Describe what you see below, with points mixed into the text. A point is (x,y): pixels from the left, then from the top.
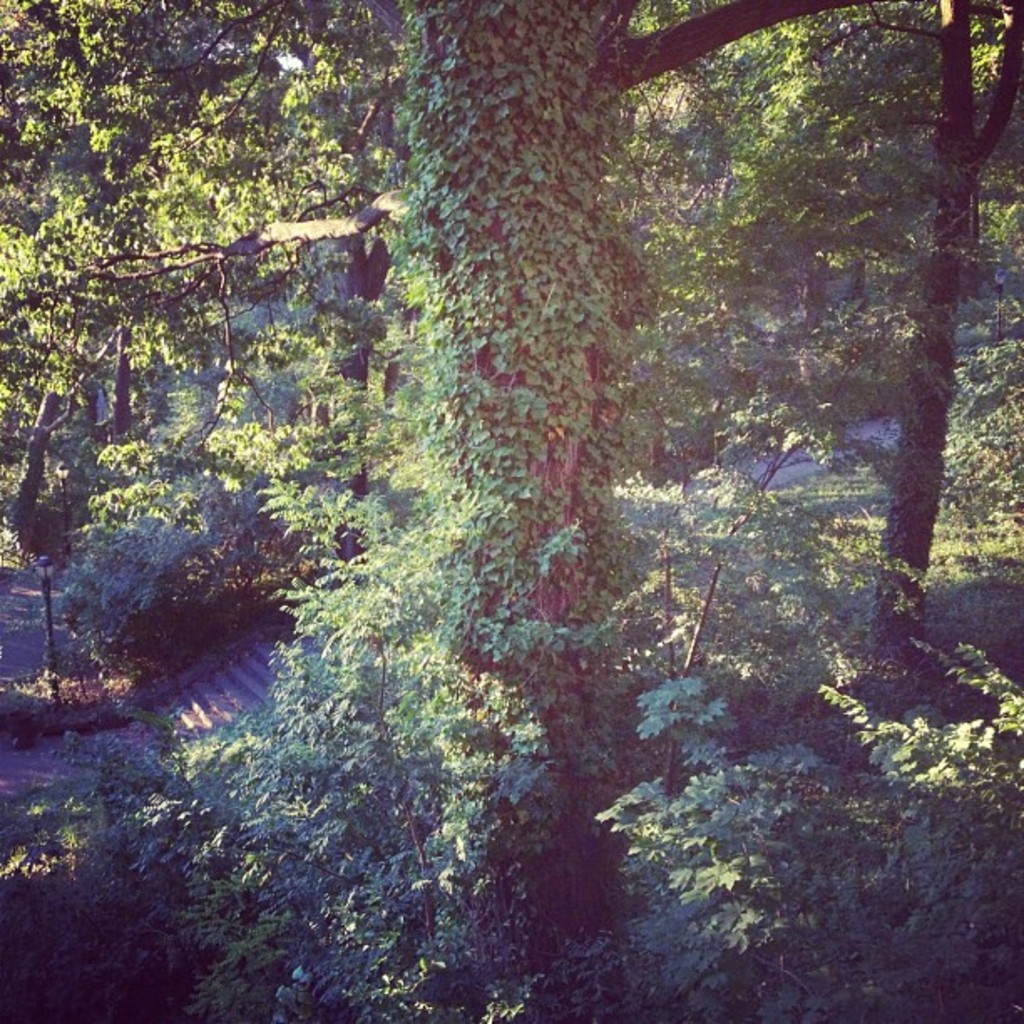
In this image we can see the forest (223,322), so many trees (325,246), plants (474,898) and bushes (235,534), one road (8,744) and two lights (43,568) attached to two poles (48,626).
